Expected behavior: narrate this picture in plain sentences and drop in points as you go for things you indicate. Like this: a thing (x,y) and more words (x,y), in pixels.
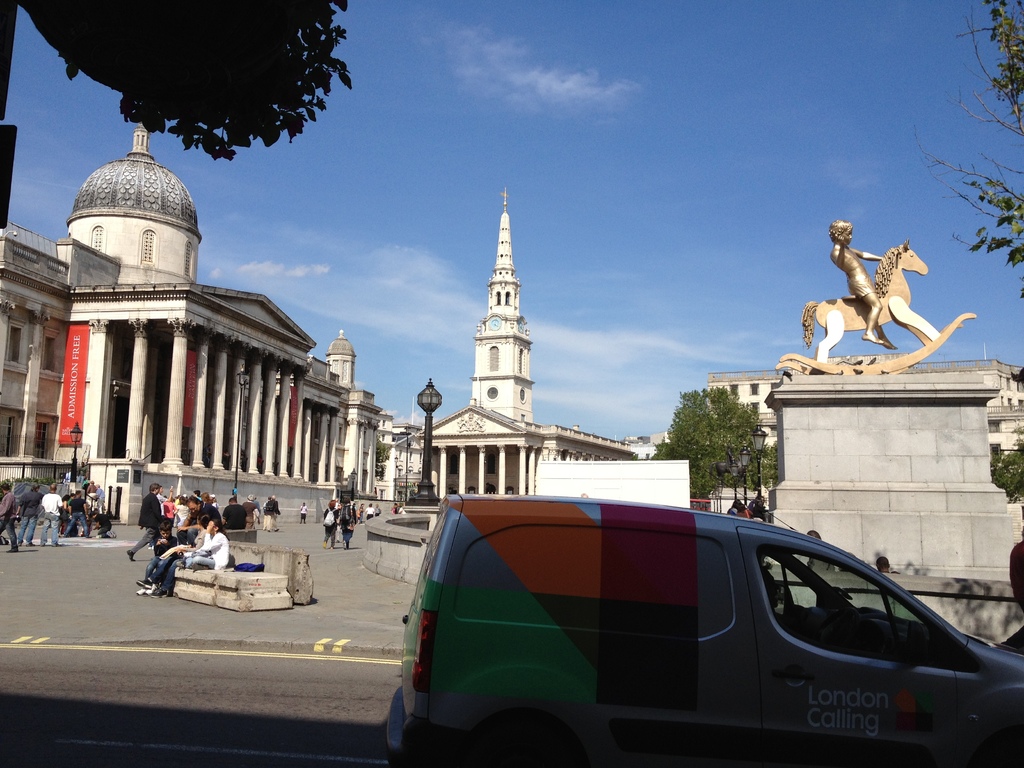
In this image, we can see a vehicle (481,584), people (149,517), buildings (180,405), trees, poles (426,439), towers (509,389), statue (912,360).
